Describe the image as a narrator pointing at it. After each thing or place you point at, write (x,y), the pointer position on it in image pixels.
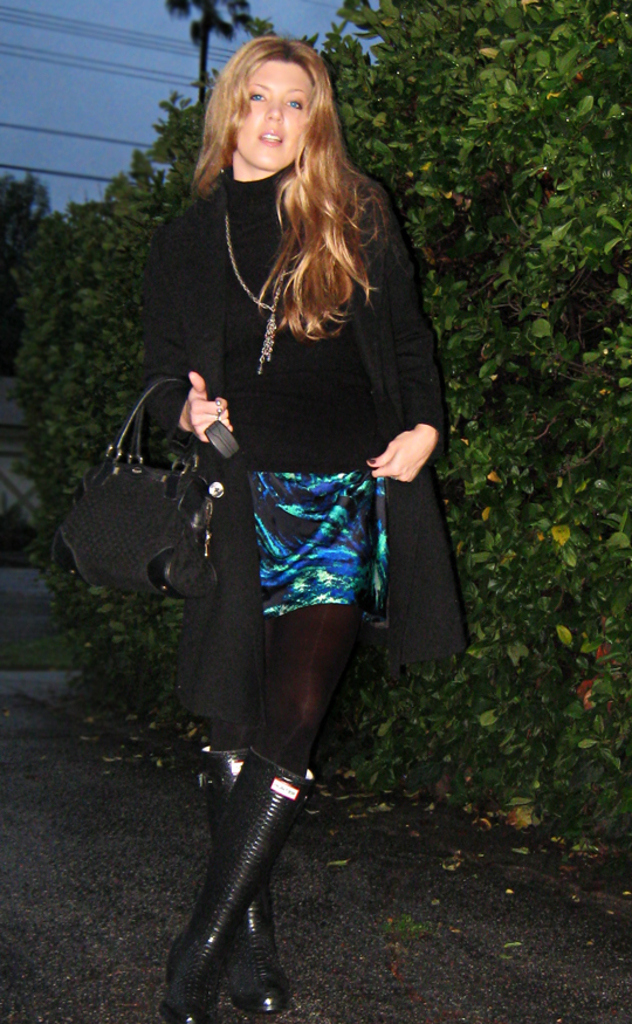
In this picture i could see a woman (313,560) dressed for a party holding a bag (135,518), in the background (510,100) i could see green bushes (531,118) and trees (202,70) and some cables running along.
